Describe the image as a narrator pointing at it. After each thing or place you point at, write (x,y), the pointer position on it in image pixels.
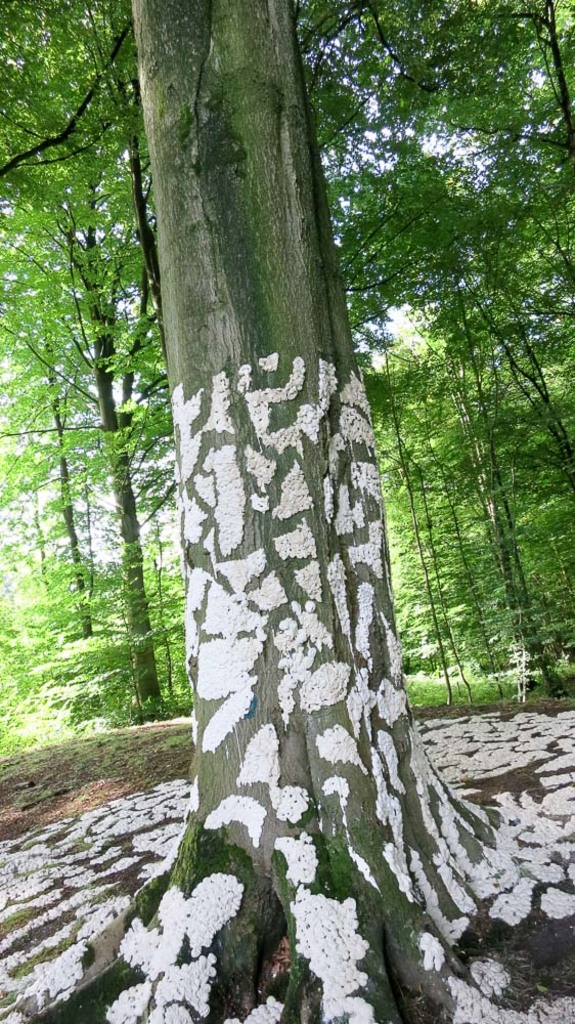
In front of the image there are white color patches (212,541) on the trunk (281,373) and roots (82,962) of a tree (218,315). In the background of the image (57,490) there are trees (93,28) and sky (122,397).
